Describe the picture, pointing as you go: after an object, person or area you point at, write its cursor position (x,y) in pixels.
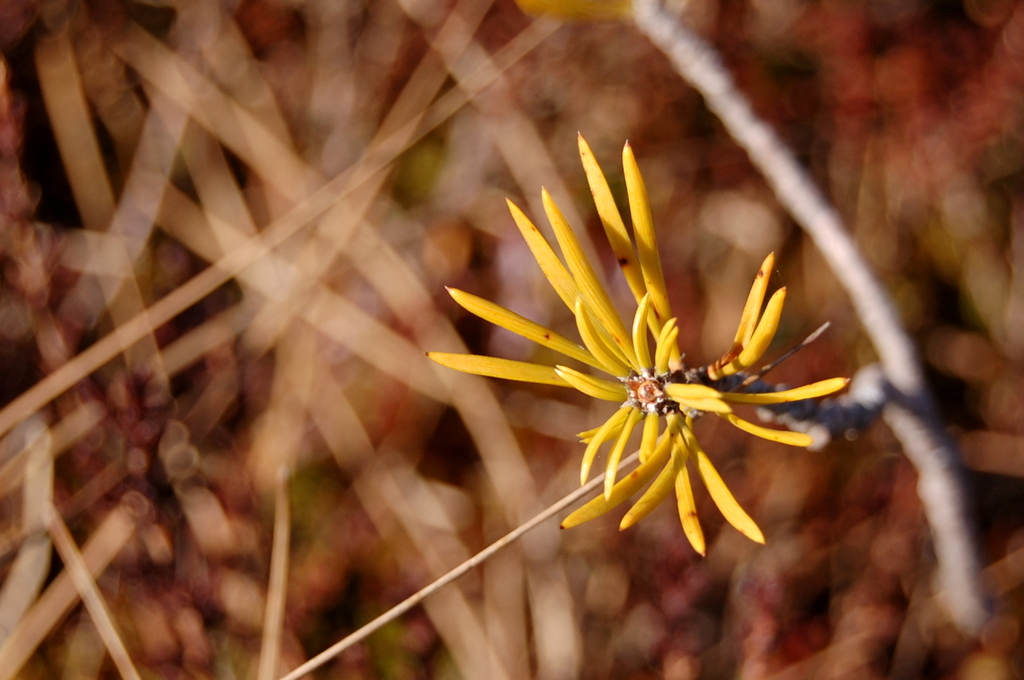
In this image I can see a yellow colour flower (645,296) and few sticks (885,343) in the front (847,402). In the background (412,252) I can see number of brown colour things (386,53) and I can also see this image is little bit blurry.
